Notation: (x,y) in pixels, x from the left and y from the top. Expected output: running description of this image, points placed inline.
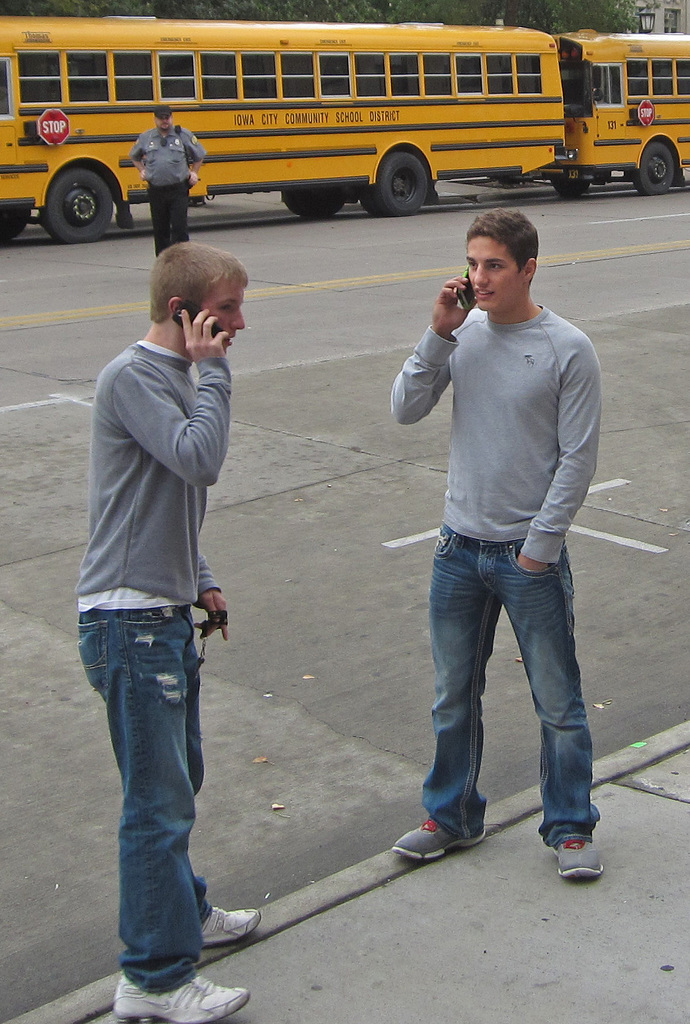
In this image we can see three persons (162,384), among them, two persons (192,296) are holding the mobile phones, there are vehicles (425,29), trees (634,31), light (650,27) and a building (660,25).
